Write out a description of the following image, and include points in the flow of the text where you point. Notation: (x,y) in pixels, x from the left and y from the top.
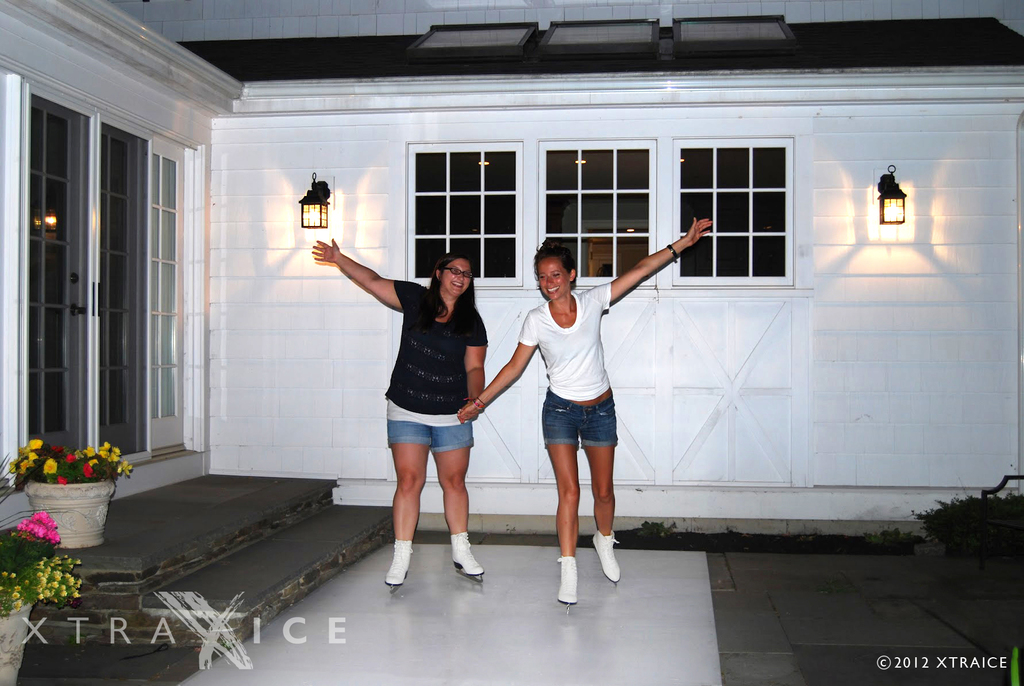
In this image, we can see two women (609,487) are holding hands (474,407) with each other and smiling. They are skating on a white surface (530,611). On the left side (195,564), we can see stairs (204,532), flowers (70,454), plants (35,467) with pots (5,669), glass doors (73,369). Background (265,183) we can see wall (365,340), lights (307,217), glass windows (475,225) and few objects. At the bottom of the image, we can see watermark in the image.
